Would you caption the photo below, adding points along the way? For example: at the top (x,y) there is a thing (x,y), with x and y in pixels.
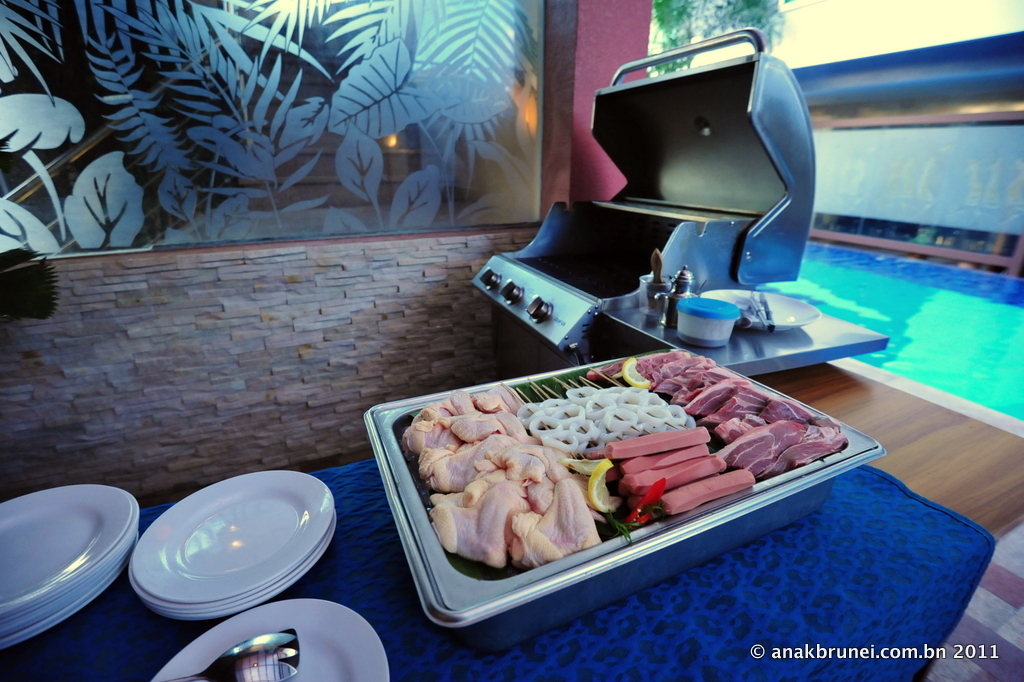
In this image I can see few plates (2,542), few objects (673,273), grill-stove (741,217) and few food items (791,443) in the vessel (677,541) and they are on the table (880,493). I can see the wall (313,357) and the glass window (410,115).
